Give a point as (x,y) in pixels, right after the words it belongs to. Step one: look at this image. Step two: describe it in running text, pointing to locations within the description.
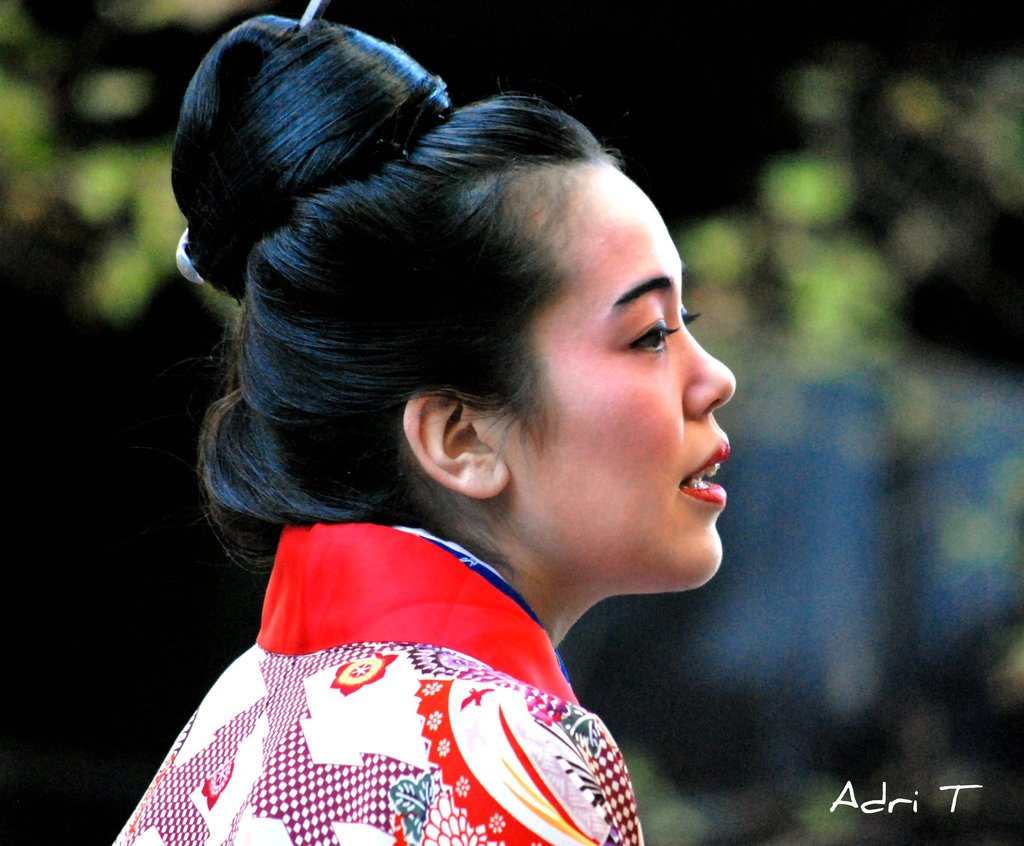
In this image there is a woman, there is text (891,803) towards the bottom of the image (894,787), the background of the image (908,749) is blurred.
